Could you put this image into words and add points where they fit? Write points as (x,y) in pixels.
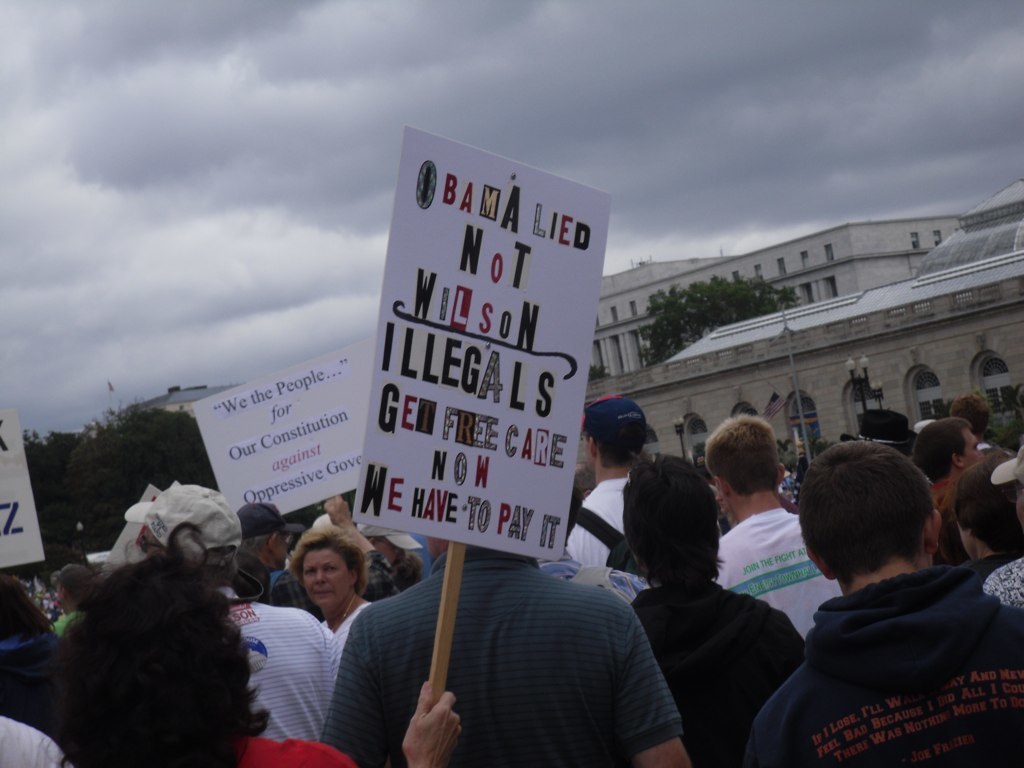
In this picture I can see number of people (500,570) standing in front (265,558) and I see that few of them are holding boards (246,409) and I see something is written on the boards (323,378). In the background (170,467) I can see few trees (46,530), few buildings (810,371), few light poles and the cloudy sky (281,189).
